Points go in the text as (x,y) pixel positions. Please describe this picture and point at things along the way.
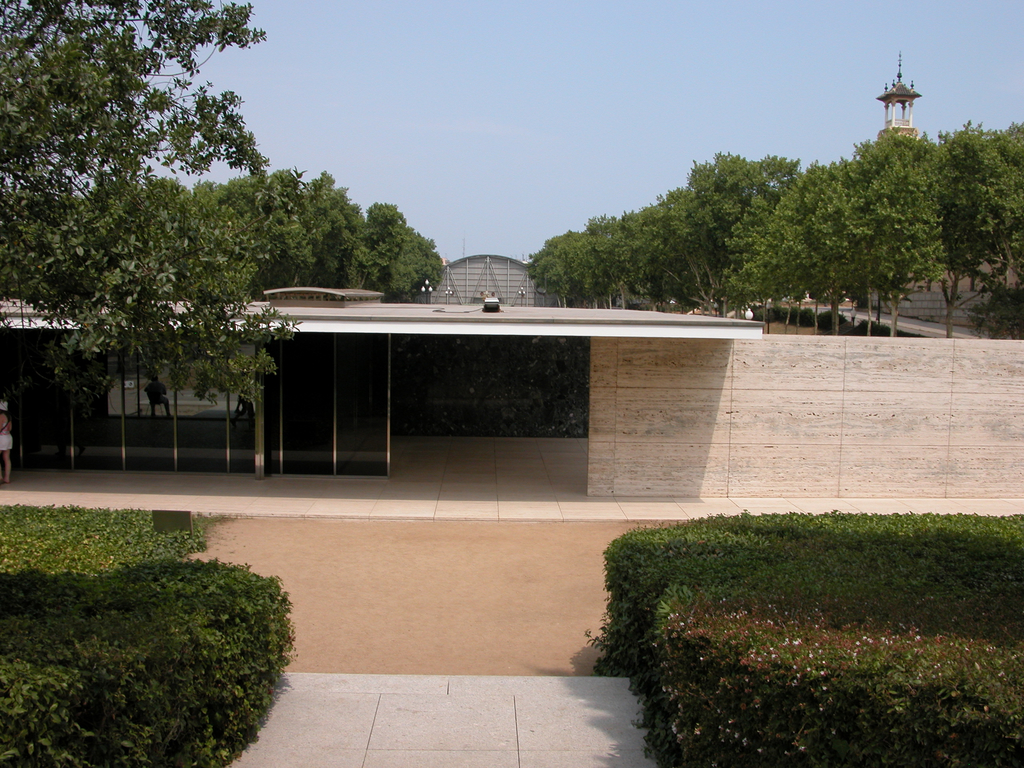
In this image on the left (141,562) and right side (691,598) we can see plants (81,554). In the middle (366,504) we can see path (388,705) and ground (397,543). In the background (455,432) there are trees (263,283), buildings (319,387), plants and sky (377,155).
